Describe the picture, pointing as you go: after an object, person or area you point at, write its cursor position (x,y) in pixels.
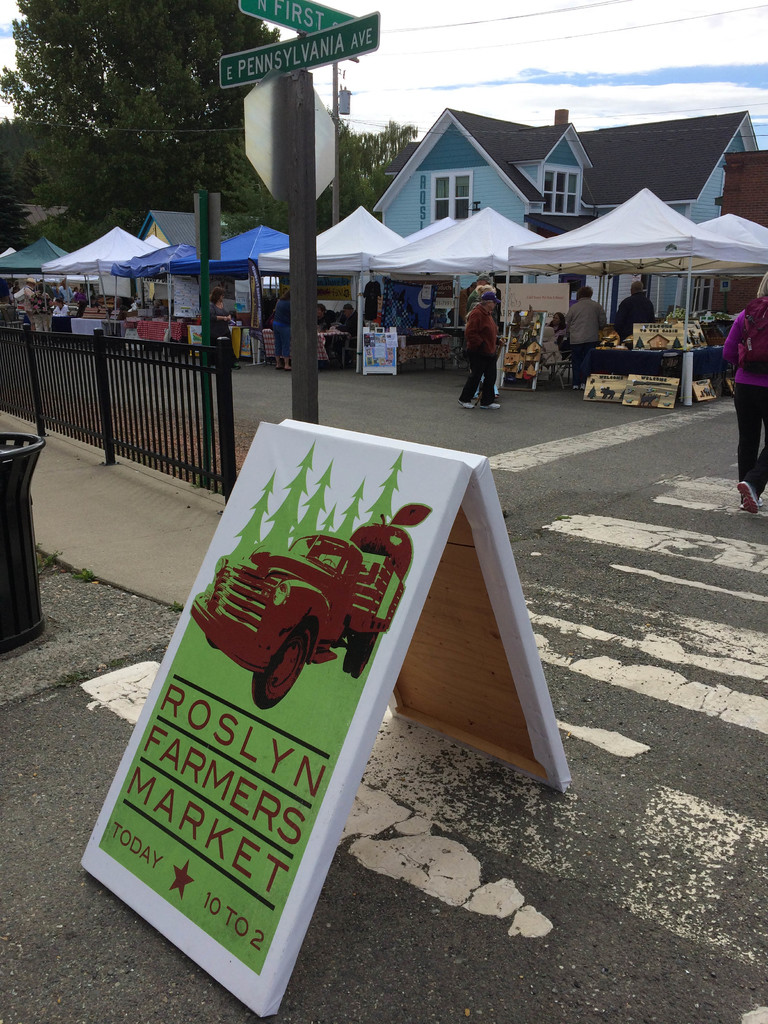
In this image we can see people (33,316) and there are stalls (54,288). We can see tents (687,256). At the bottom (218,794) there is a board (190,743). On the left (9,605) there is a bin (9,605) and we can grills (214,376) and boards (267,103). In the background (505,160) there are trees (135,126), buildings (749,194) and sky (392,107).
